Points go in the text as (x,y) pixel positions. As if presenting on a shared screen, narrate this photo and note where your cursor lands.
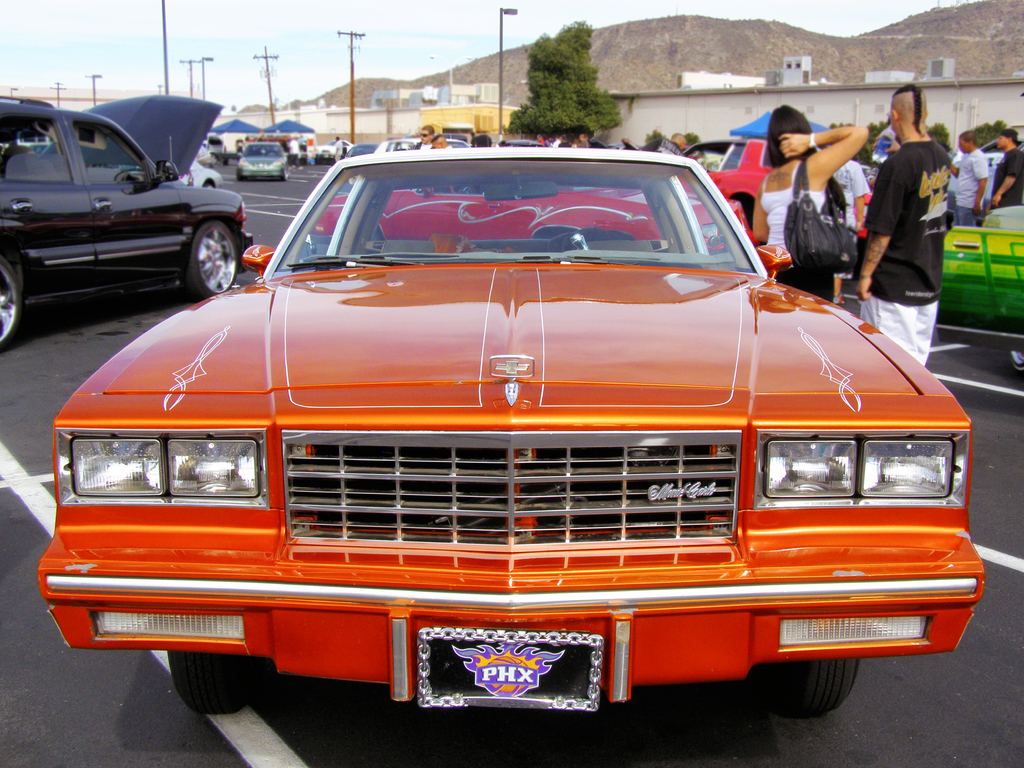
In this image we can see a group of cars (499,335) and some people (892,317) standing on the road (954,392). We can also see the utility poles (351,64), trees (586,97), plants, walls (382,122), some buildings (650,115) and the sky (403,53) which looks cloudy.
